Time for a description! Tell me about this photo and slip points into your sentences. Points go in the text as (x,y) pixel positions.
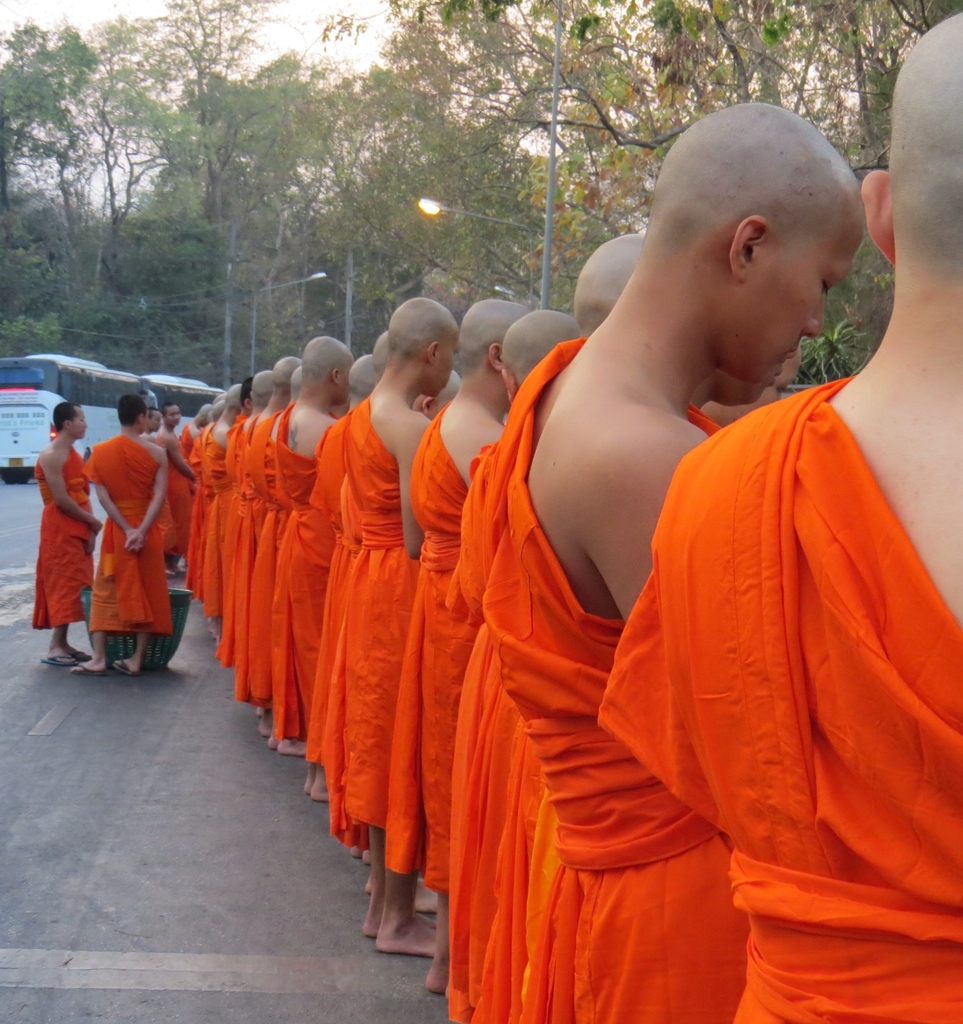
In this image there are some persons (394,665) standing in middle of this image (452,496) is wearing orange color dress (527,622) and there are some trees (434,240) in the background (513,240). There are two buses (146,391) at left side of this image (94,408).
